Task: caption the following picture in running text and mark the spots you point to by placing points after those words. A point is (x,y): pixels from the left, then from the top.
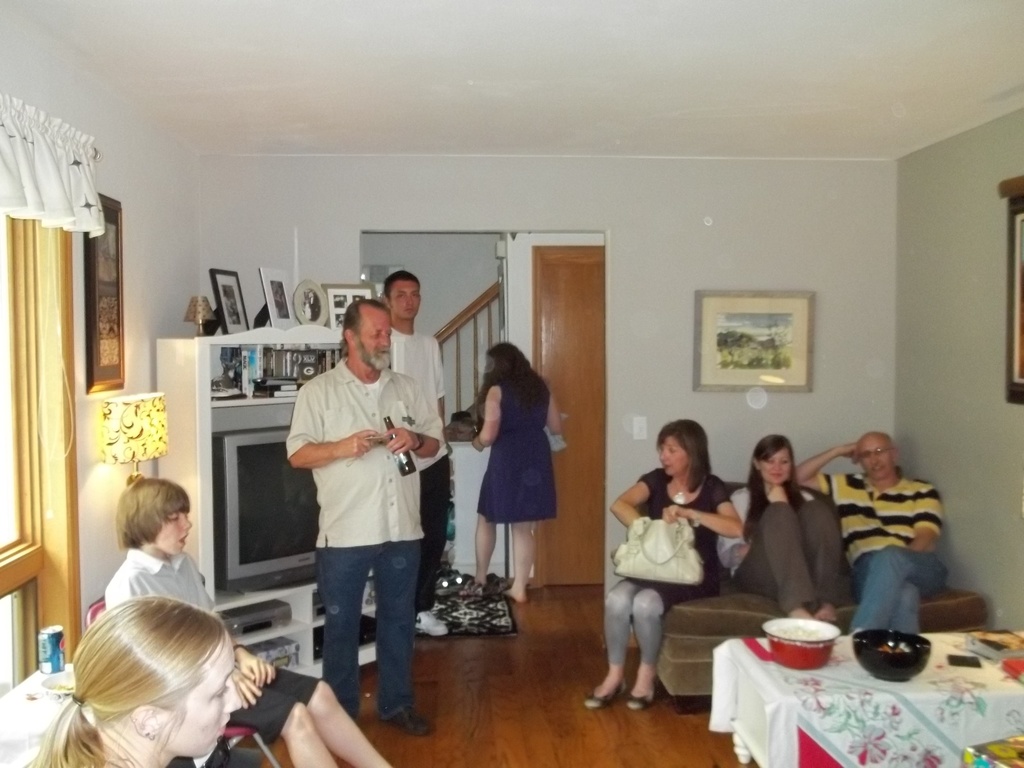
In this image it seems like there are few people (772,568) who are sitting in sofa (718,610) and few people (486,420) standing near door (567,405). At the back side (282,479) there is television (272,526) which is kept in shelf (204,562). There are books (262,377) and photo frames (286,293) above the television (267,449) and there is a lamp (163,416) to the left side of the image (147,413). There is a photo frame (105,252) attached to the wall (142,236). To the right side (894,672) there is a table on which there are bowls (896,655).
